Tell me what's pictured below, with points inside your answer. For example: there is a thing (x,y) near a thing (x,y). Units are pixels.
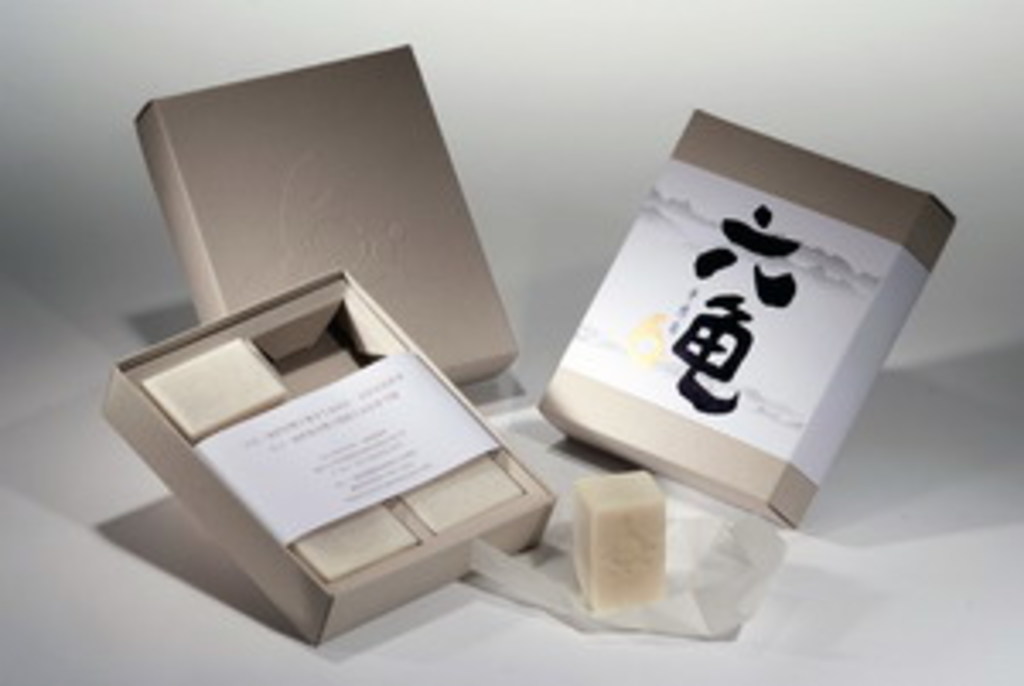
In the middle of this image (600,428), there are three boxes (538,532) and an object (632,504) placed on a surface (810,579). And the background (579,256) is white in color.
